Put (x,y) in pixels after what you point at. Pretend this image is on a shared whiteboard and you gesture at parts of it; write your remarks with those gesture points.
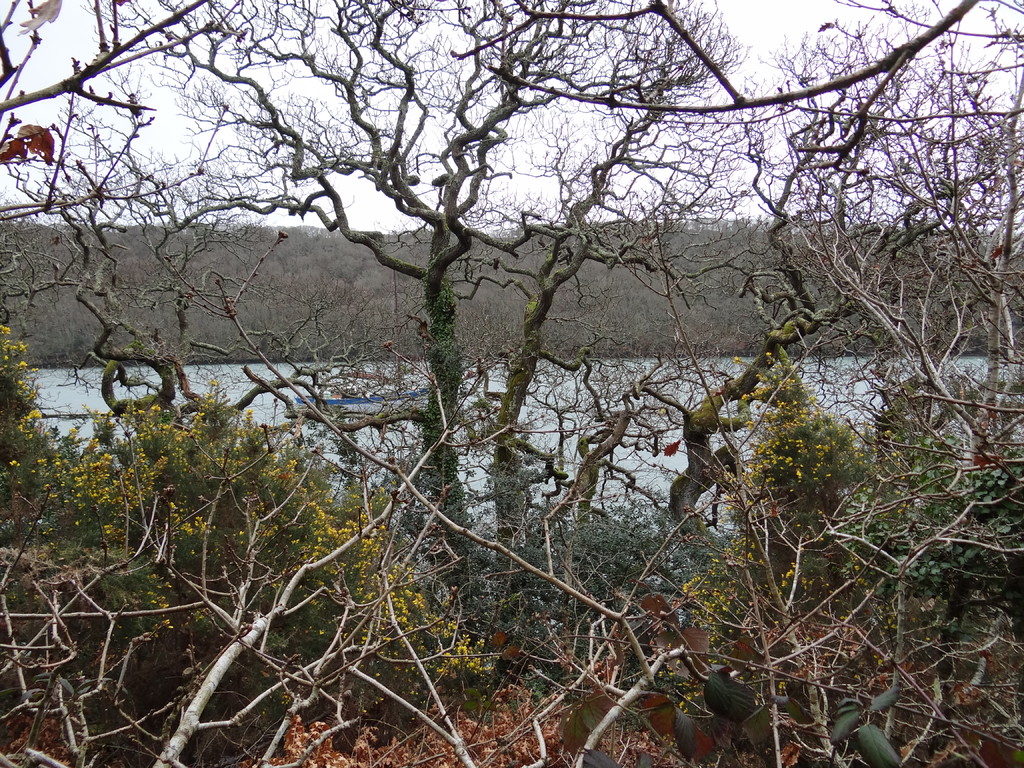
In this image, there is an outside view. In the foreground (368,658), there are some trees (891,318) beside the lake (544,442). In the background (342,316), there is a hill (324,252) and sky (525,143).
